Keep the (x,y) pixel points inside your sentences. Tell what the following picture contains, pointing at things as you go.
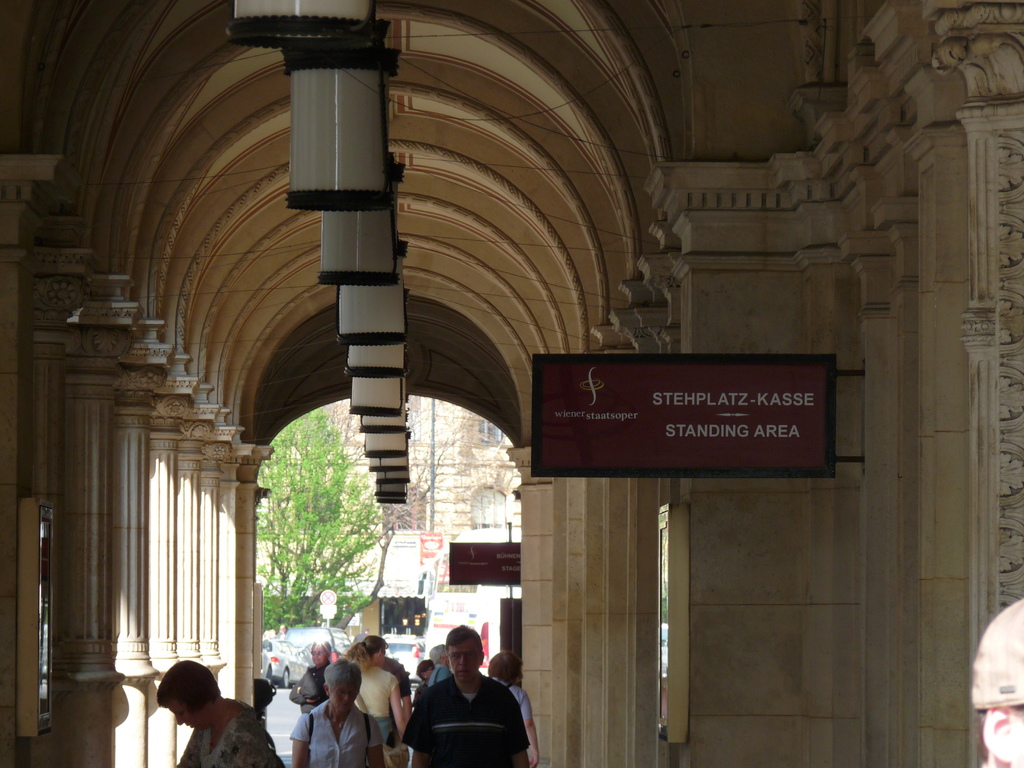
In this picture we can see a group of people (457,660), name boards (630,441), pillars (221,573) and in the background (327,635) we can see vehicles (322,629), trees (340,545), building (468,451) with windows (478,502) and some objects (363,401).
